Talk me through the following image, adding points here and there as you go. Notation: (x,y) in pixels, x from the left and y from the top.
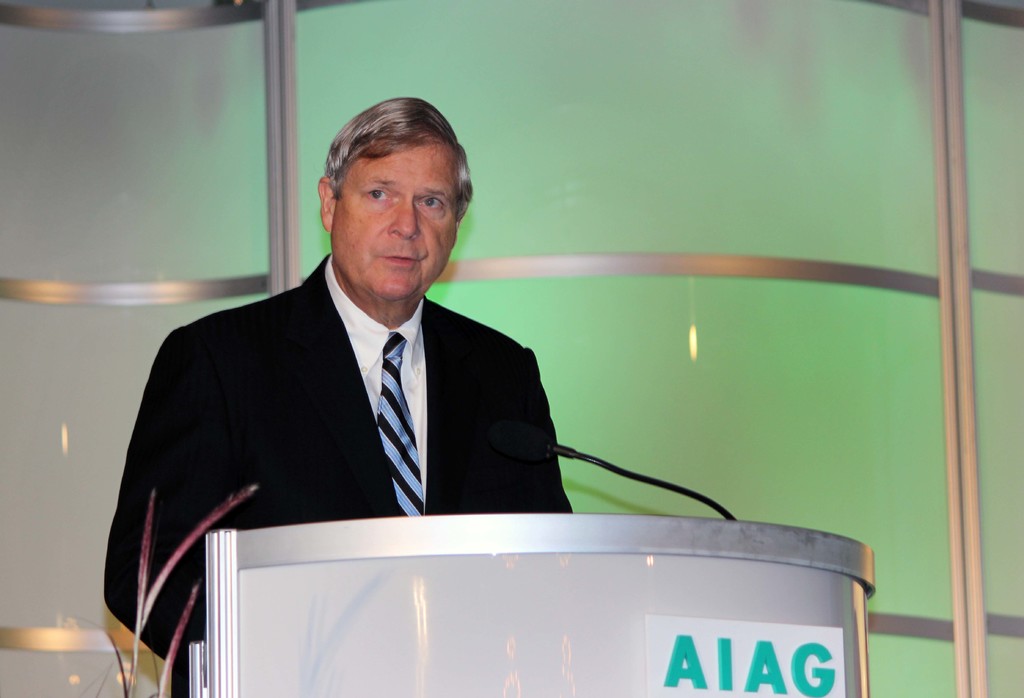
In the background (506,127) we can see the glass wall (832,224). In this picture we can see a man (412,326) wearing a shirt (403,328), tie (393,375), blazer (354,426). He is standing near to a podium (779,542). We can see there is something written on the podium (260,579) and we can see a microphone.
